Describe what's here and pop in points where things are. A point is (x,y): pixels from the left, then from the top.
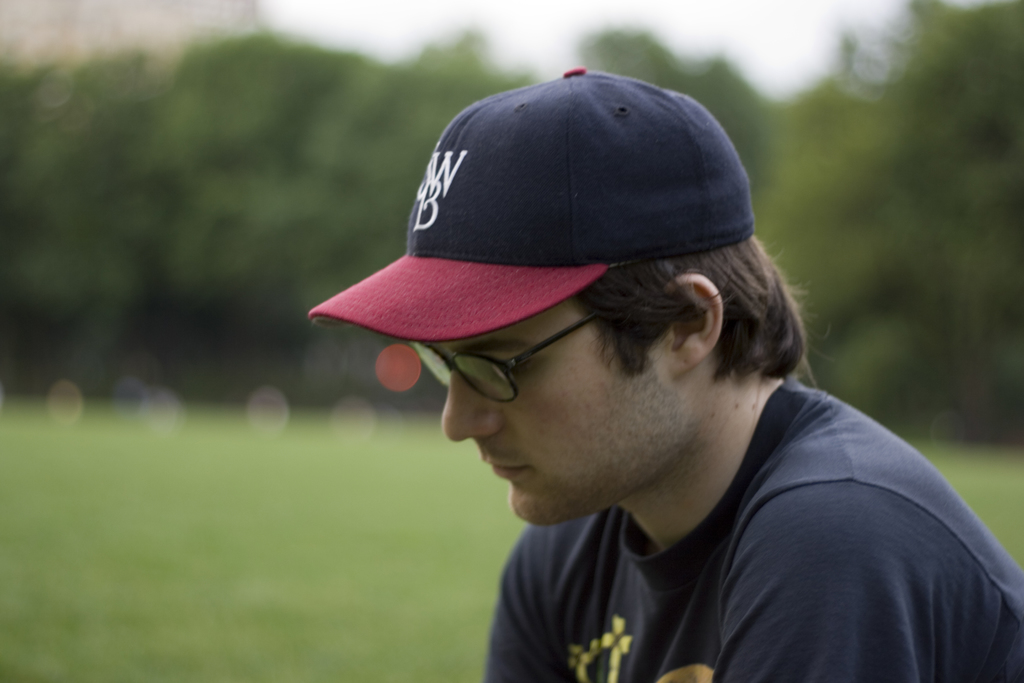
In this image we can see a man (815,447) wearing the glasses (513,381), cap (648,168) and also the t shirt (738,634). The background (31,491) is blurred with the trees (873,184) and also the ground (316,520).
